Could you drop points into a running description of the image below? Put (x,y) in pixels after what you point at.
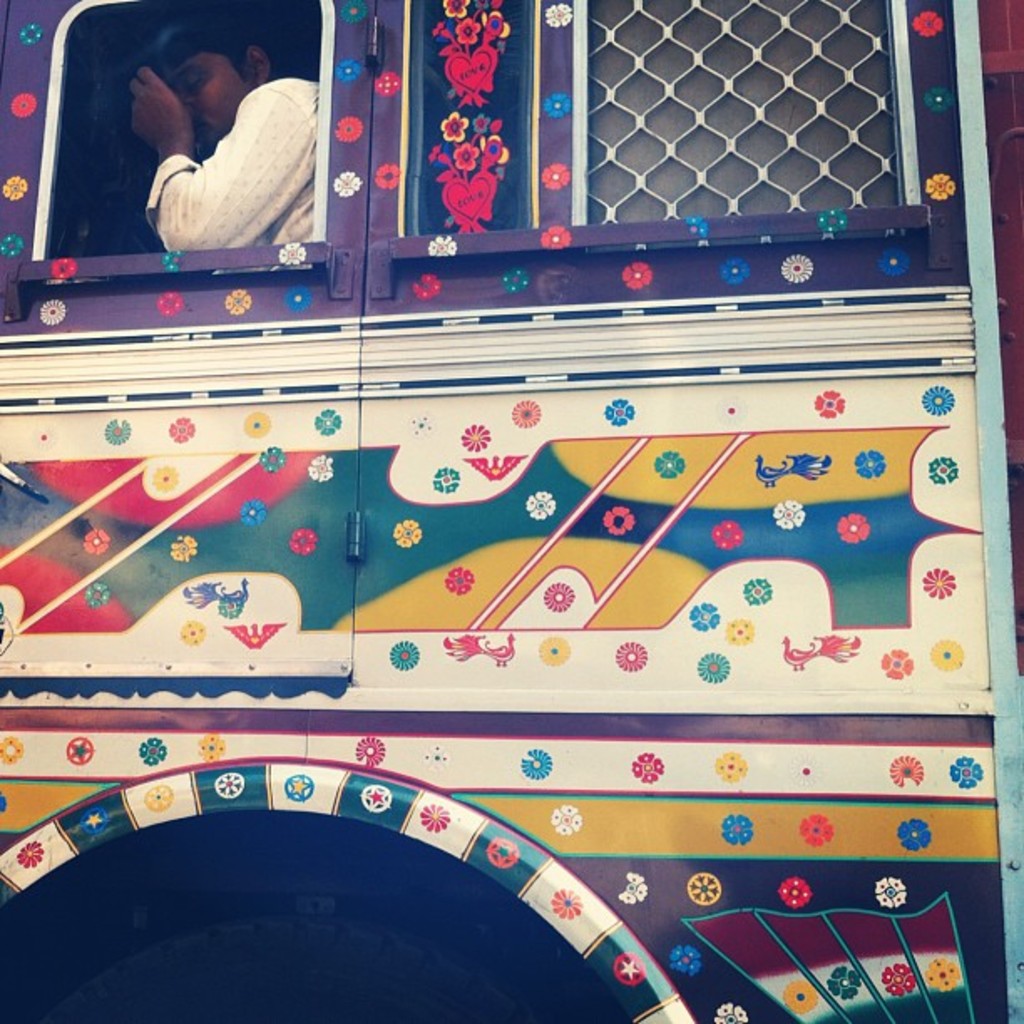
In this picture, we can see a person (246,203) in a vehicle (443,655).
